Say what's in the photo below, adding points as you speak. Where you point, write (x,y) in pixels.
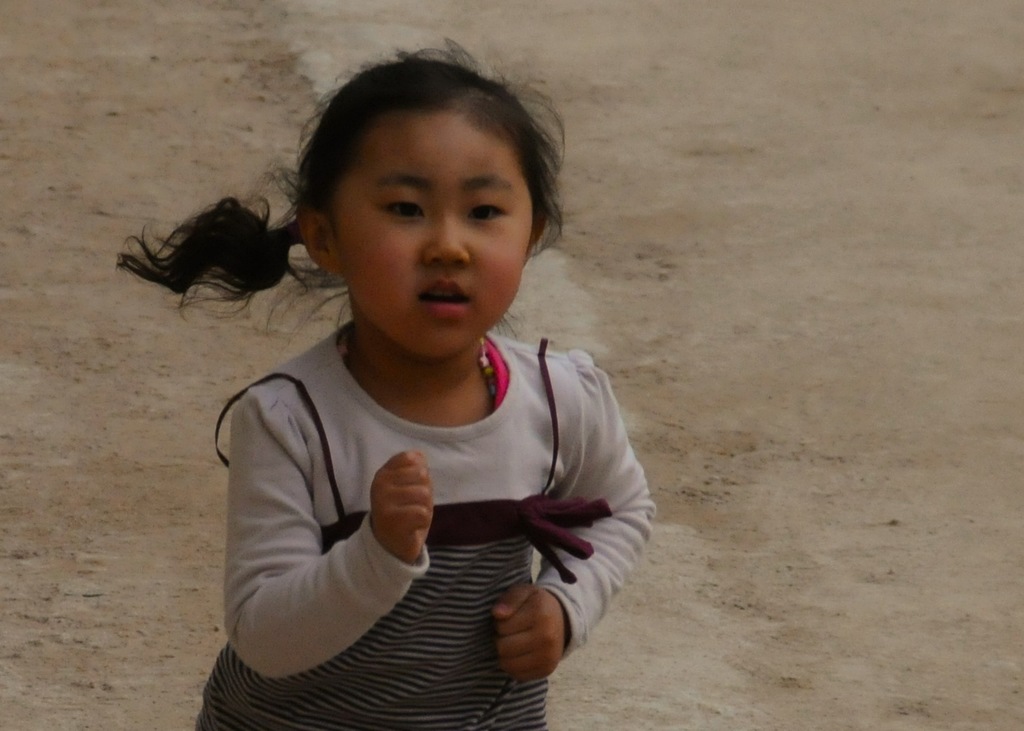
This picture is clicked outside. In the center (407,416) we can see a girl (359,344) wearing white color T-shirt (469,428) and seems to be running on the ground (939,135).
